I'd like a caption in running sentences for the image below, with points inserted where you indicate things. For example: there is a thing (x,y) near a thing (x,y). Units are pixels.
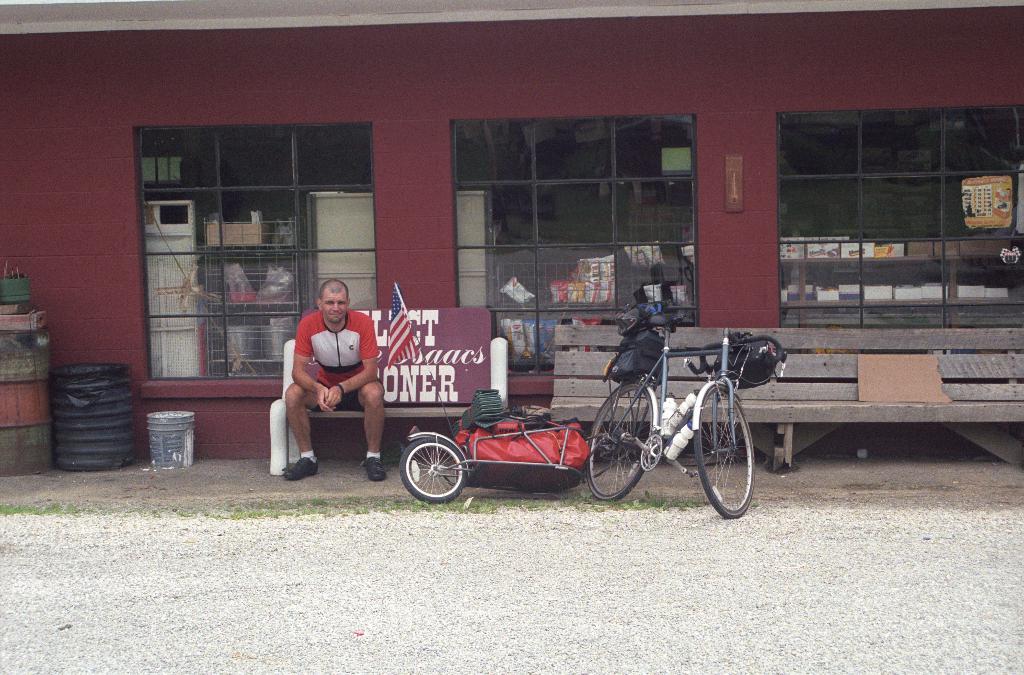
This person (297,359) sitting on the bench (432,340). On the background (411,62) we can see wall (43,224), glass windows (221,271), Containers (80,443), bucket (158,422), from this glass windows (278,307) we can see things (281,321). We can see bags (754,367), bottles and objects (533,413) on the vehicles (627,412).
